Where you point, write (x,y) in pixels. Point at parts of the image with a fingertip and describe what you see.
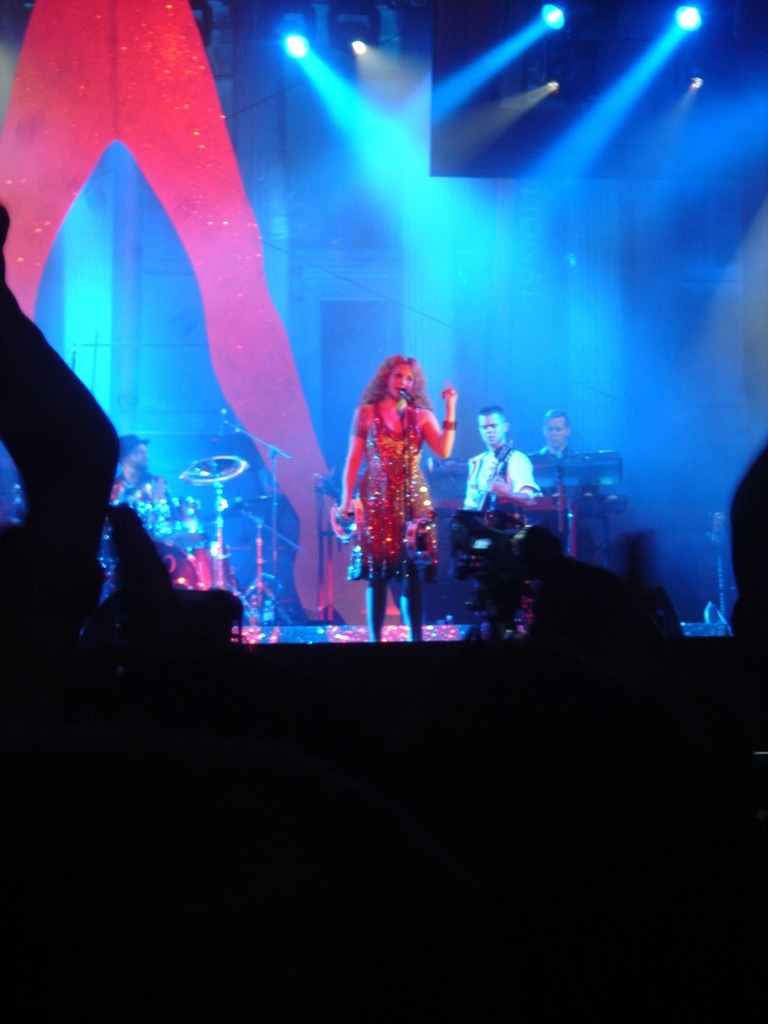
In this image I can see few people (399,489) and in the front of them I can see few musical instruments (505,512) and few mics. I can also see number of lights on the top side of this image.
